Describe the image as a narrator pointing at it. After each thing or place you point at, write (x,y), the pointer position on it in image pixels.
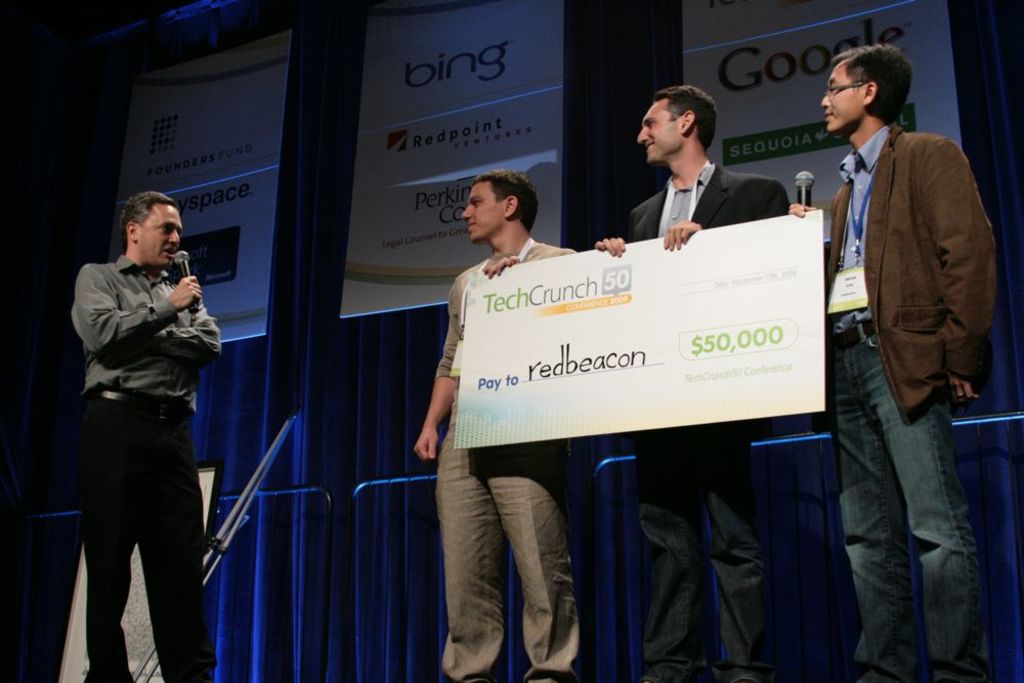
This picture shows three men (736,682) standing and holding a placard (470,435) in their hand (671,235) and we see a man (198,591) standing and speaking with the help of a microphone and we see few advertisement hoardings (465,129) on their back on the curtain (320,136).
